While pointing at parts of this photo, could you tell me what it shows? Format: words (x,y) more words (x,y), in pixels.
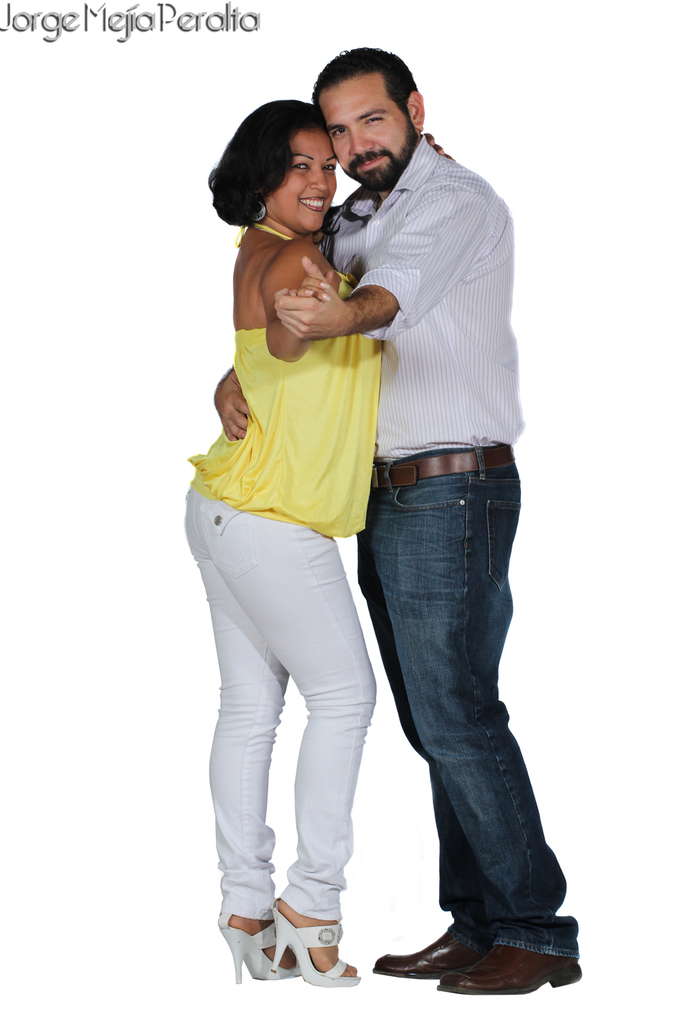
It is an edited image, there is a couple (399,389) standing in a dancing position and posing for the photo. The background of the image (180,282) is white.
